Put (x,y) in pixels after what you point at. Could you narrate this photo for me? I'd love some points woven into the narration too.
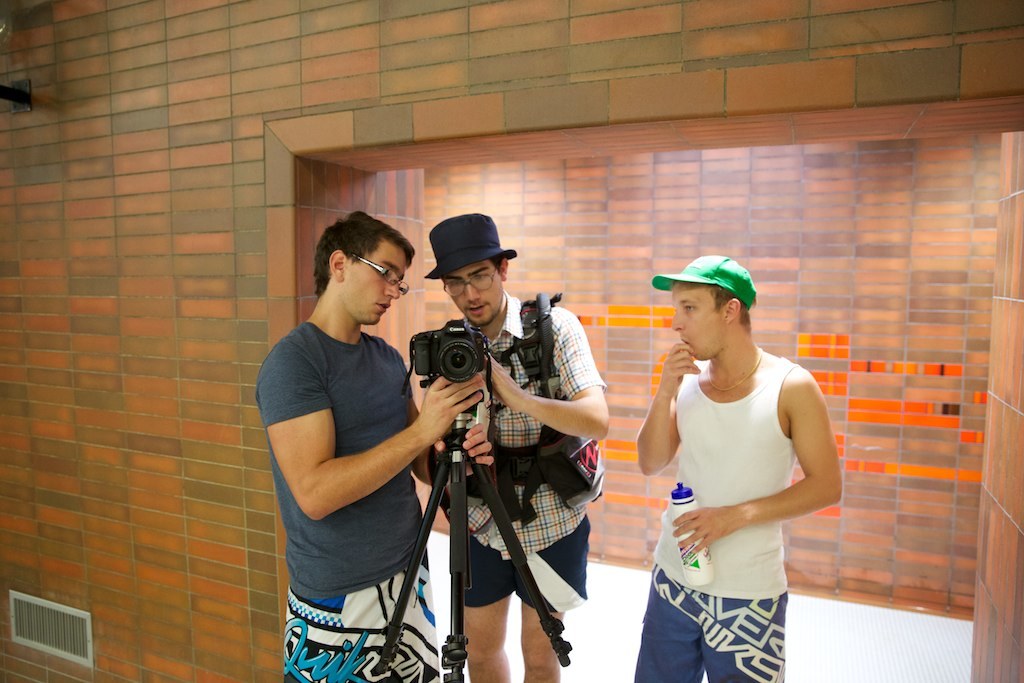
In the image there are three men (295,339) standing and looking in to a camera (442,361), the two men (498,641) on right side (803,491) wearing cap (493,255) and behind them there is brick wall (436,121).
